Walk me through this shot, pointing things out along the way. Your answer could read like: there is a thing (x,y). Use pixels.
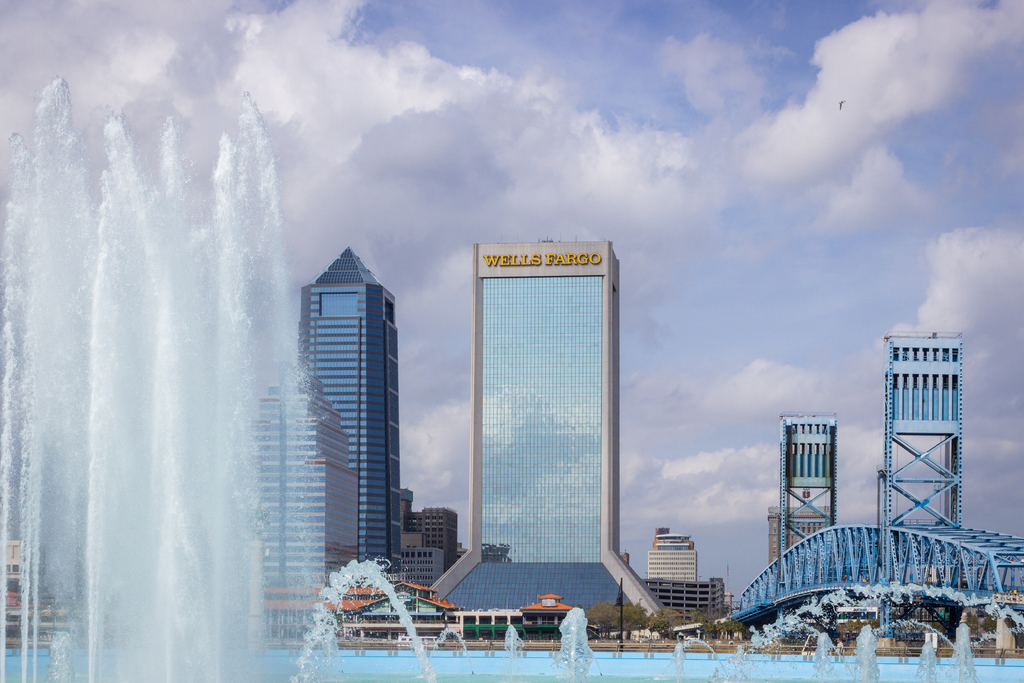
In this image, we can see water fountains (515,643). In the background (691,621), there are so many buildings (517,614), trees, bridge (803,596), pole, rods (919,570) and the cloudy sky (692,373).
